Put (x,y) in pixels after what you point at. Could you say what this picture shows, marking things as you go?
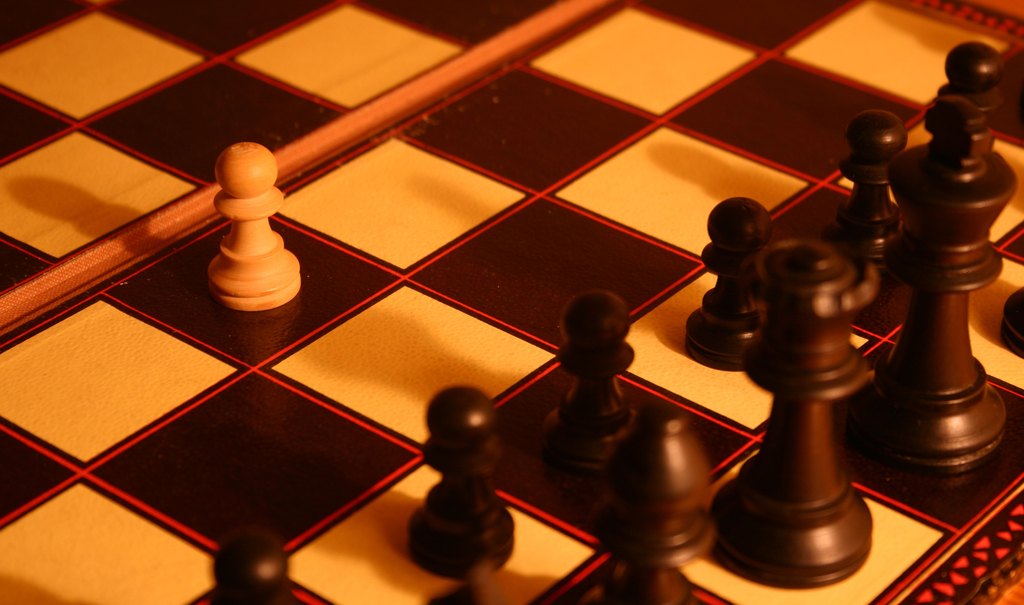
In this image we can see there is a chess board (966,488) with chess pieces (665,444).
